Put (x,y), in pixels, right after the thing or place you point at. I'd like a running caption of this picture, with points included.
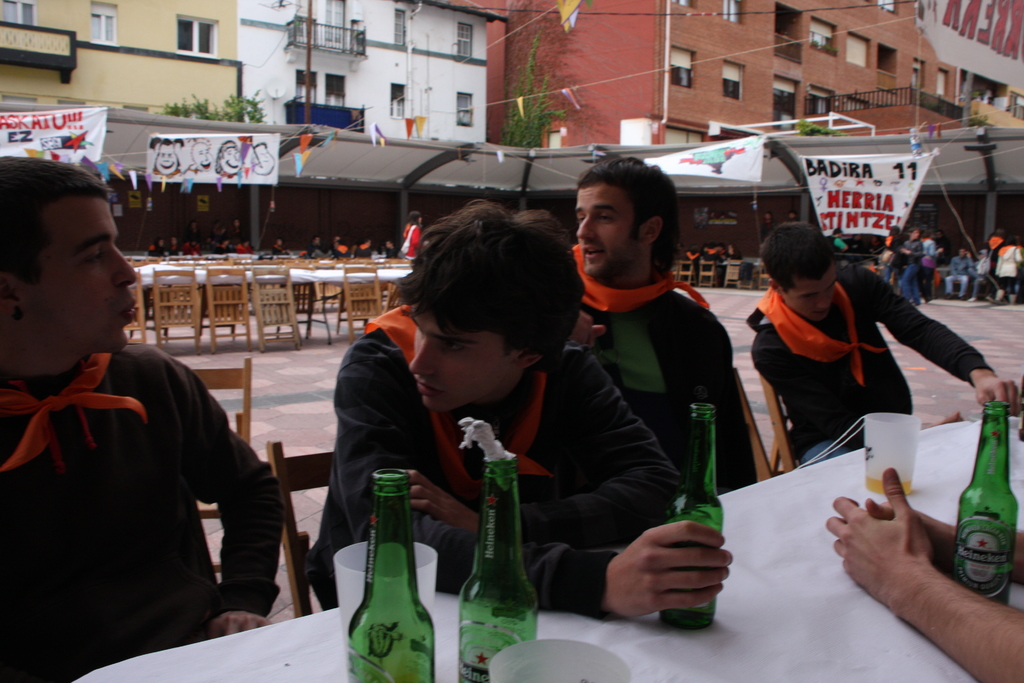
Here a group of people (2,495) sitting on the chairs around the table (816,492) and we have some bottles (471,585), glasses (874,444) on the table (965,476). Behind them there are some chairs (282,298) and tables (144,275) and also some group of people (962,251) around them.
